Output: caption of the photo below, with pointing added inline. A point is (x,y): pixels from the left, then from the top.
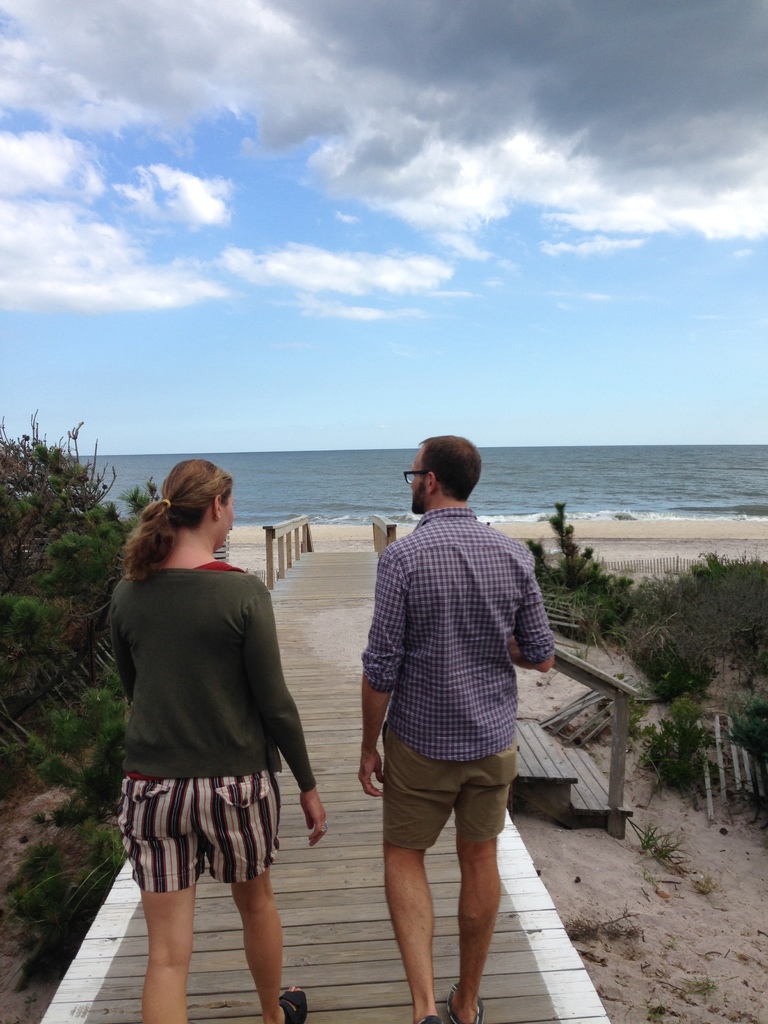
In this image, we can see a man (469,783) and a woman (183,909) walking on the walkway (381,970), there are some plants (40,588). We can see water (543,454), at the top (309,234) we can see the sky (296,237).
